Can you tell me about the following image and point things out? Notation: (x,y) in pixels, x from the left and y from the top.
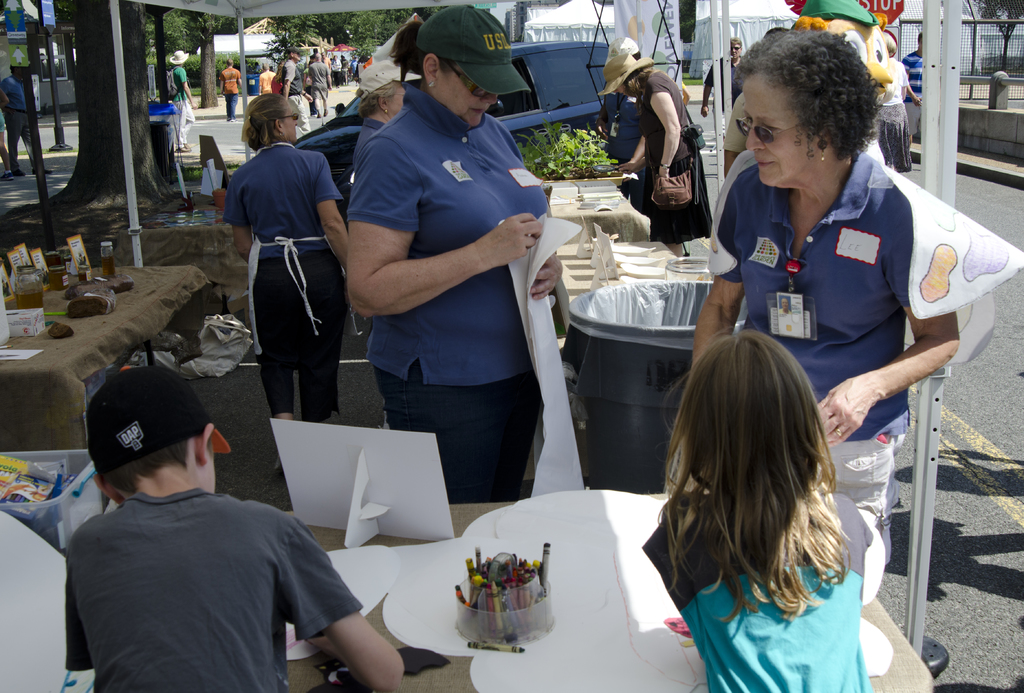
In this image I can see group of people (543,277). Among them two of them are kids (713,612). There are some sketches (487,585), paper (358,475), box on the table (560,583). And these kids (699,590) are doing something with them. In the background (307,146) there are trees (302,31), car (585,116), railing (961,61) and the group of people (173,99) are walking and I can also see some of the sign boards (14,47) at the side of road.
